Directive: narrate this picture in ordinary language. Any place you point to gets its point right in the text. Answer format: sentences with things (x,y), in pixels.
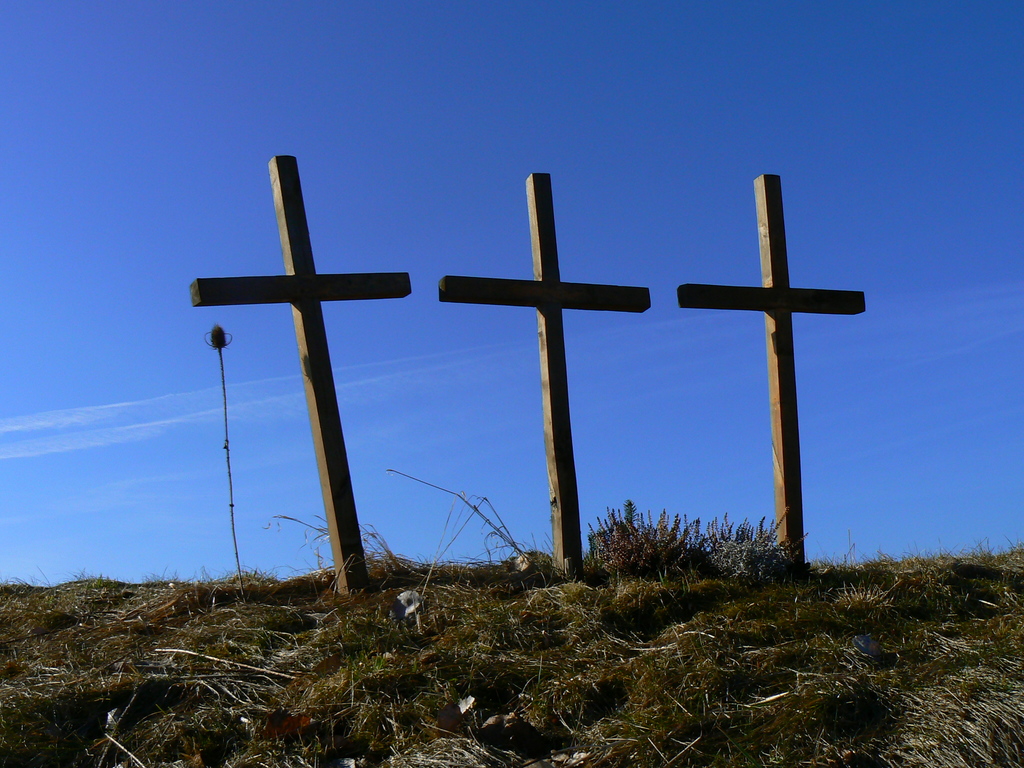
In the middle of this image (561,512), there are three crosses (276,196) on a hill (301,611), on which there are grass (284,609) and plants (738,542). In the background (522,517), there are clouds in the sky (372,487).
